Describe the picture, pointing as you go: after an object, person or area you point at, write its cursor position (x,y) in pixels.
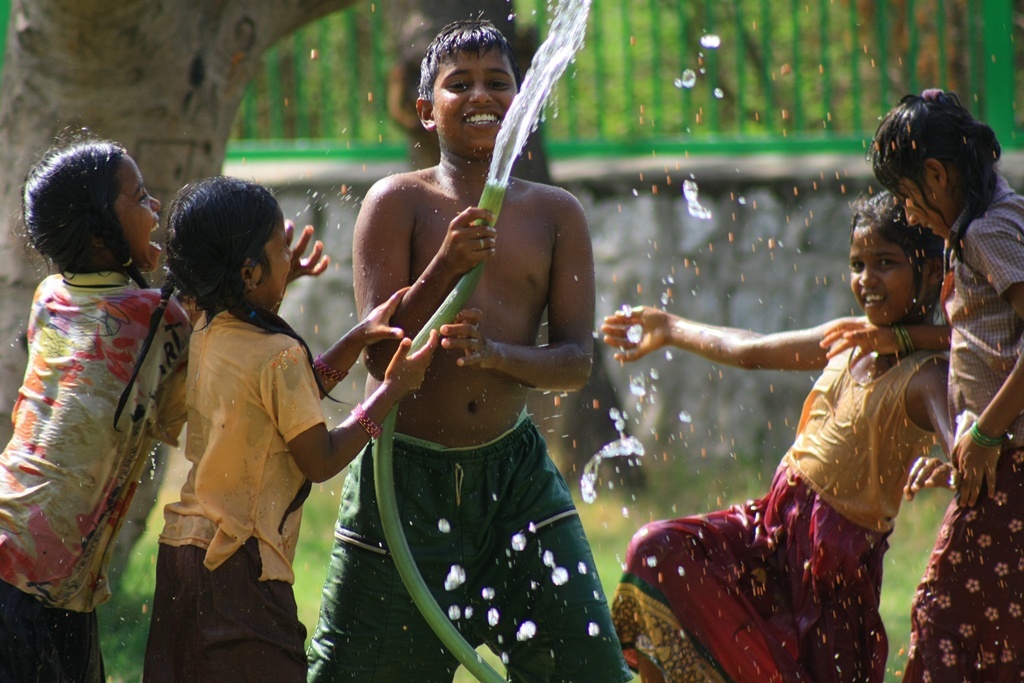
In this image I can see few children (515,213) are standing and here I can see one of them is holding a green colour pipe (381,461). I can also see water (526,83) and I can see smile on few faces (887,253). In the background (170,93) I can see tree trunk (191,46) and I can see this image is little bit blurry from background (57,51).
